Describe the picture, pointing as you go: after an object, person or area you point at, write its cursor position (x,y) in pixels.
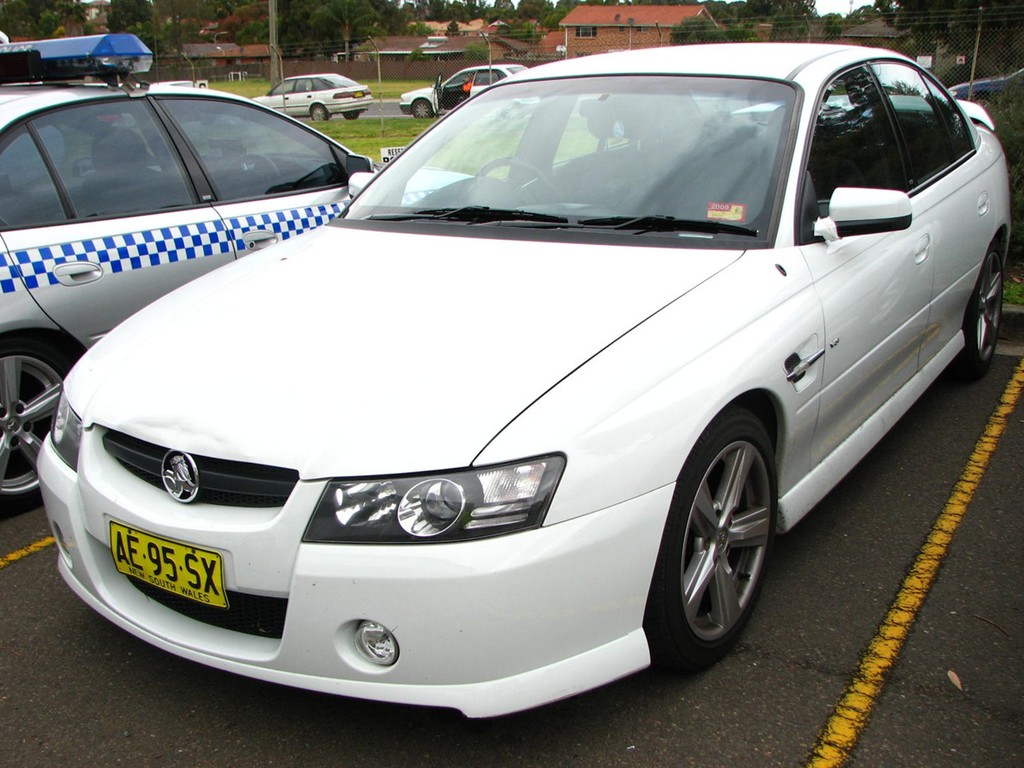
In the picture there are two cars (159,177) parked on the road (993,737) and behind the cars (517,427) there is a mesh (377,66) and behind the mesh (361,59) there are two other cars (347,90) parked beside a ground (390,128). In the background (590,41) there are few houses (475,24) and around the houses (603,19) there are many trees (150,14).
